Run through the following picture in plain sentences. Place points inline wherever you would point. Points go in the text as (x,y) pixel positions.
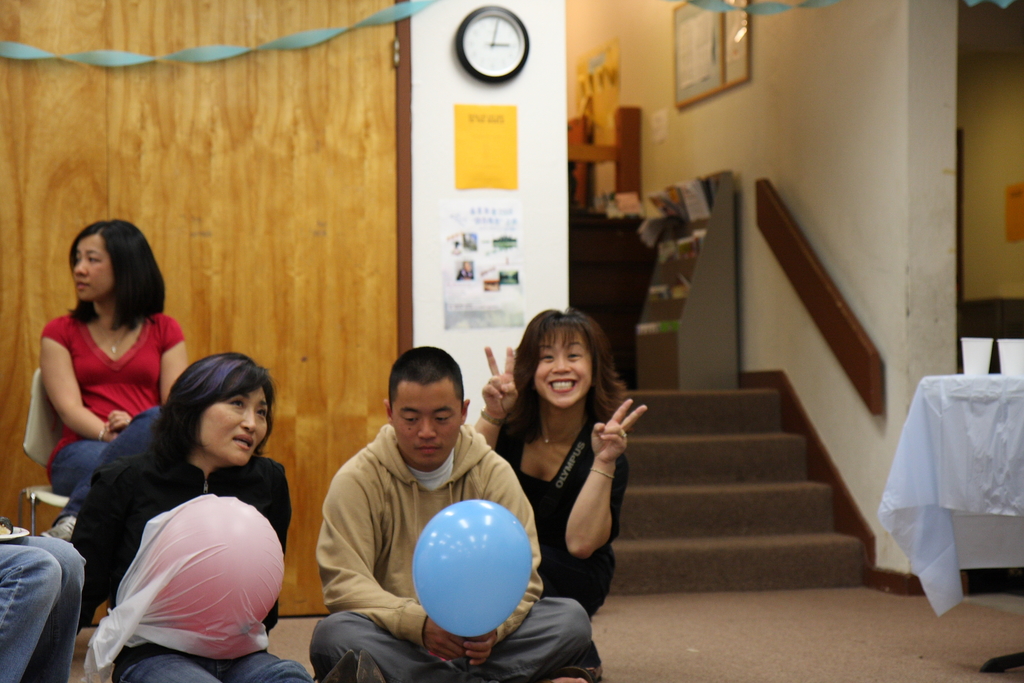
In the foreground of this image (584,571), there are people (183,423) sitting and a woman (535,459) squatting on the floor (626,653). We can also see two people (410,581) holding balloons (257,587). In the background (193,323), there are ribbons (425,3), clock (496,54), posters (489,203), wooden door (317,214), stairs (644,442), board (739,69), glasses (984,343) on a table (979,434), wall (771,128) and few objects (663,218).
